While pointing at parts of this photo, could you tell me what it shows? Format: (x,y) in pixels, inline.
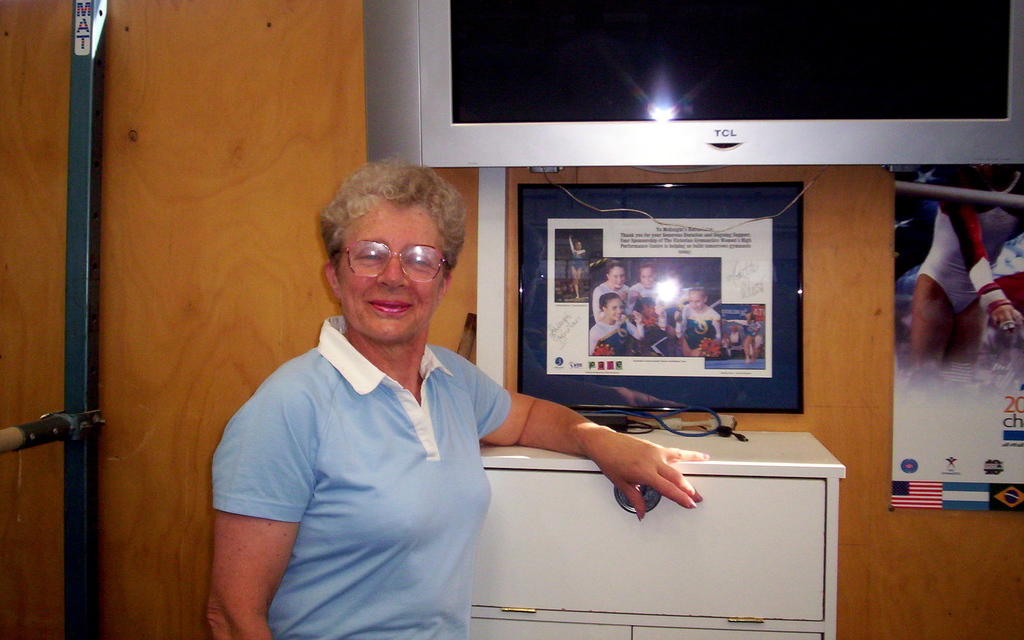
In the center of the image (367,345) we can see a woman (412,327) wearing glasses (382,258) and smiling and putting her hands (599,456) on the white surface (789,463). In this image we can see a television (644,57) and a photo frame (646,364). One is big and the other one is small. We can also see a banner (925,195) attached to the wooden wall (887,374).
